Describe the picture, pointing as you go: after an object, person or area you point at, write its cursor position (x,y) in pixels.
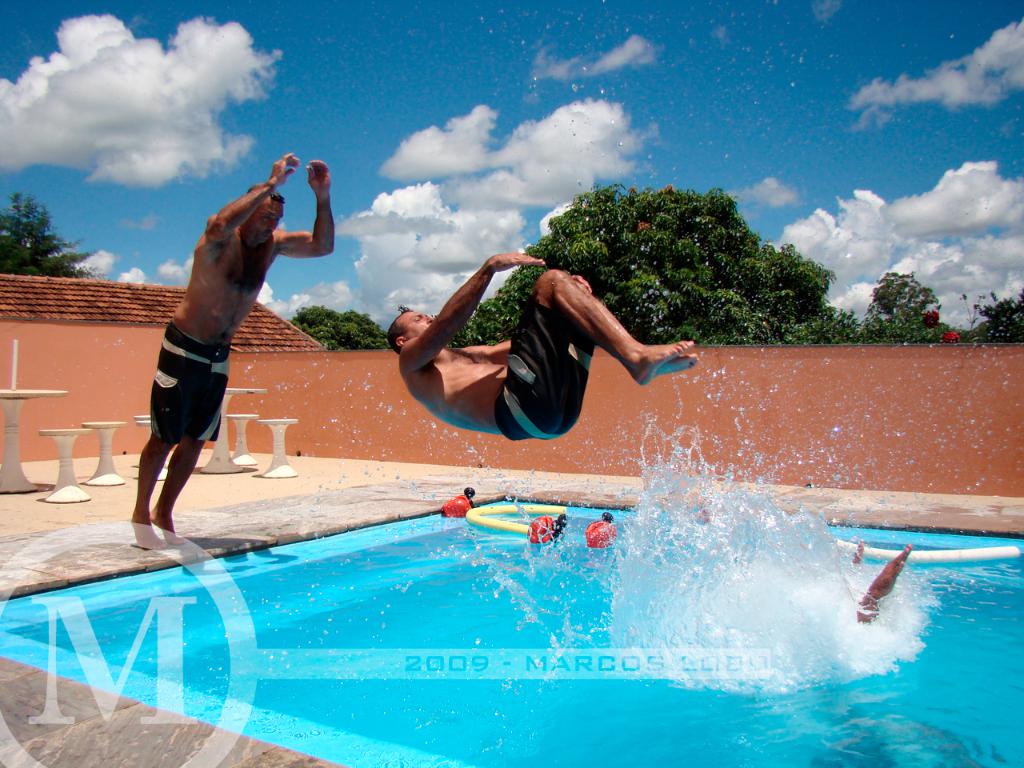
In this image we can see few persons (623,356) and a swimming pool (316,645). Behind the persons (479,409) we can see the tables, chairs (75,434), wall (255,405) and a house (270,346). Behind the wall (334,370) we can see the trees (525,271). At the top (565,148) we can see the sky (303,145). On the image we can see the watermark (540,651).
